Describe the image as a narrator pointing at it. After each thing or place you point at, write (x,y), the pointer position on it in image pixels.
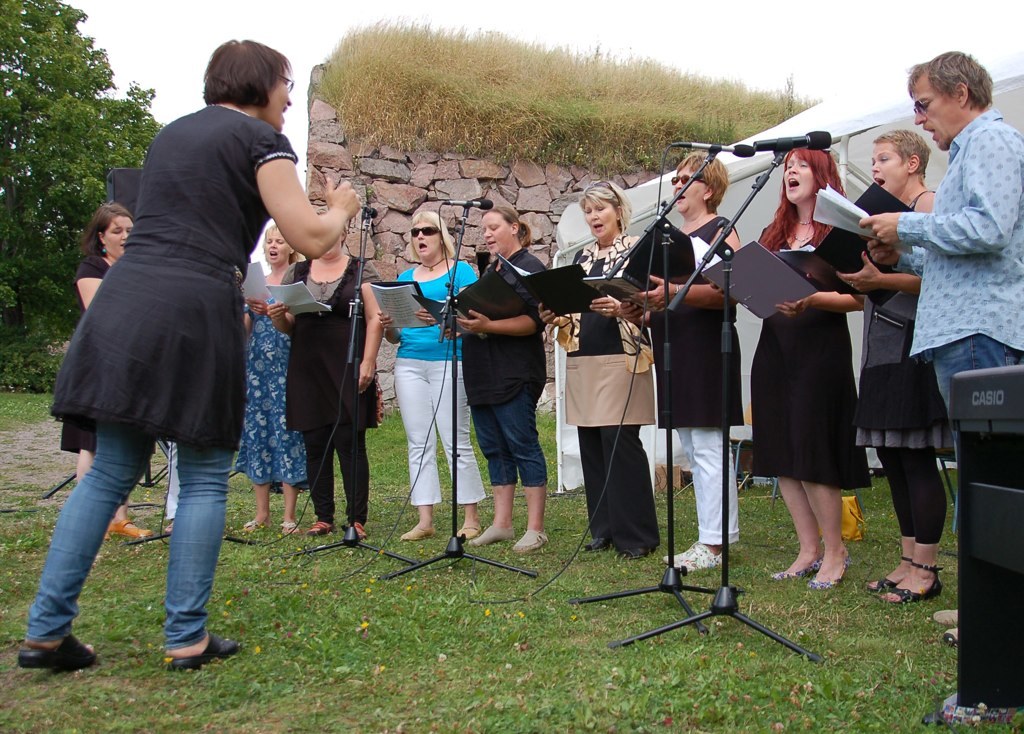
In this image there are people (621,316) standing, in a line and holding books (477,298) in their hands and singing a song in front of mics (731,222), in the background (478,208) there is a wall (423,158) on that wall (400,154) there is grass (395,124) and tree (50,146), on the left side (217,177) there is a woman (200,320) standing.
